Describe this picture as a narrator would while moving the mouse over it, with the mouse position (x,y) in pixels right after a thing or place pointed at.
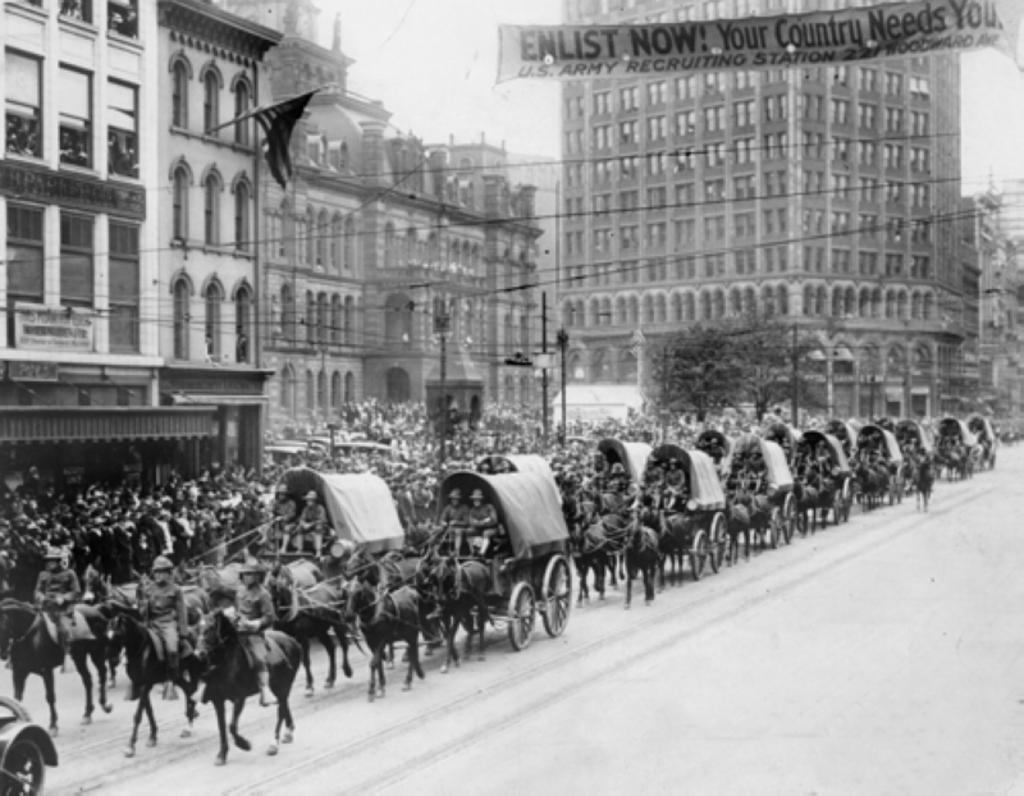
This is of a black and white image. I Can see a group of horse carts (765,451) with people (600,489) inside in it and a group of people (470,444) standing. These are tall buildings (706,203). I can see a banner (674,54) hanging at the top (947,14). This is a tree (677,364) and I think these are the current poles (559,348). I can see a flag (296,113) which is attached to the building (185,166).
